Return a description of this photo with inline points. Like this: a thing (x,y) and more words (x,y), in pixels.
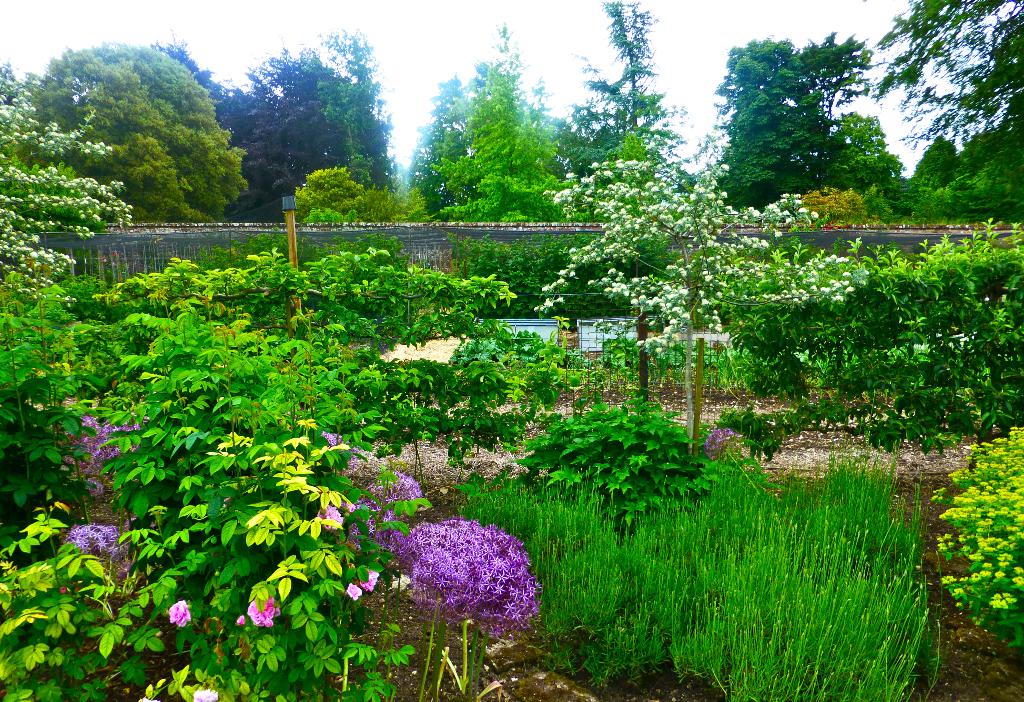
In this image I can see wall (951,233), pole (296,203), trees (644,289), plants (1019,263), mesh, boards (588,331), flowers (426,548) and sky (472,46).
